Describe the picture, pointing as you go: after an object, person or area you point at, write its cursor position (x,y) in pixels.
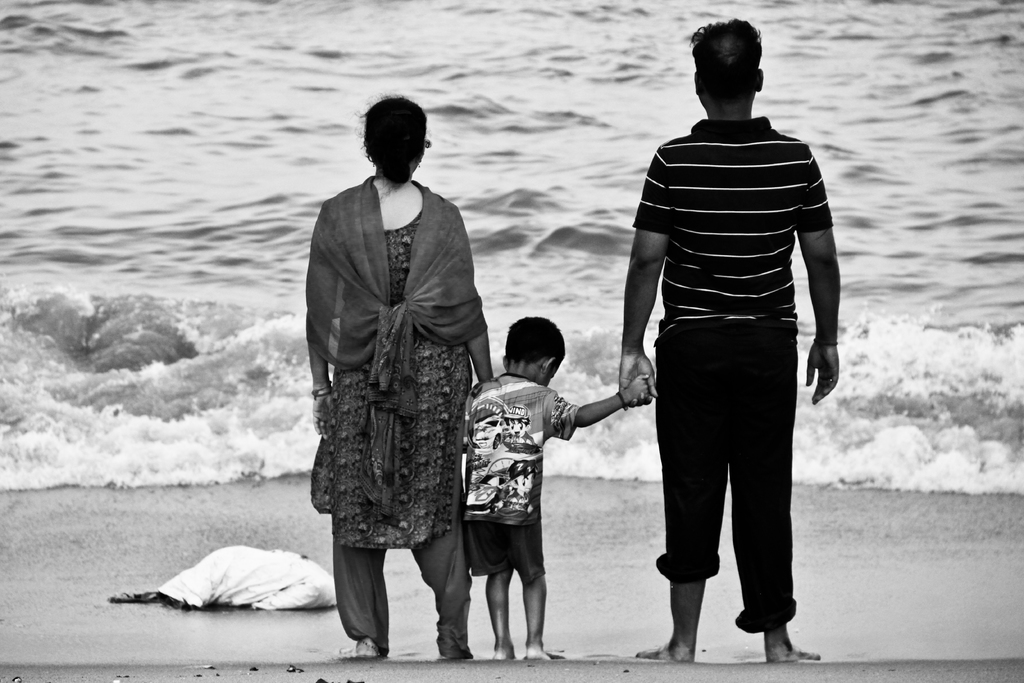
This image is a black and white image. This image is taken outdoors. At the bottom of the image (72,641) there is a ground (568,653). At the top of the image (133,161) there is a sea (540,256) with waves (611,291). In the middle of the image (433,241) a man (680,177), a woman (323,339) and a kid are standing on the ground (713,663).
